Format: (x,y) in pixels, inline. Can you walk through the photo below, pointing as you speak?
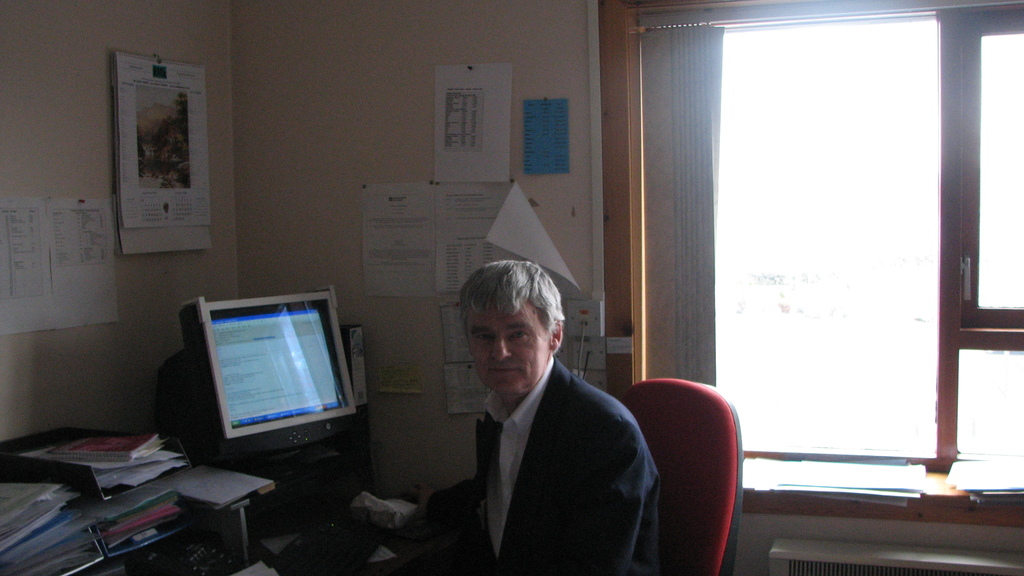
This is inside a room (380,425). in the middle (551,380) one person (645,525) sitting on a chair (737,481) is wearing a black suit (545,484) and white shirt (515,467). in front of him there is a desktop (313,455) and some folders (24,491). in the wall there are papers (457,214) stick to it, behind the person (562,509) there is window (830,126), curtain (688,135). Light (859,164) is coming from the window (835,432).
